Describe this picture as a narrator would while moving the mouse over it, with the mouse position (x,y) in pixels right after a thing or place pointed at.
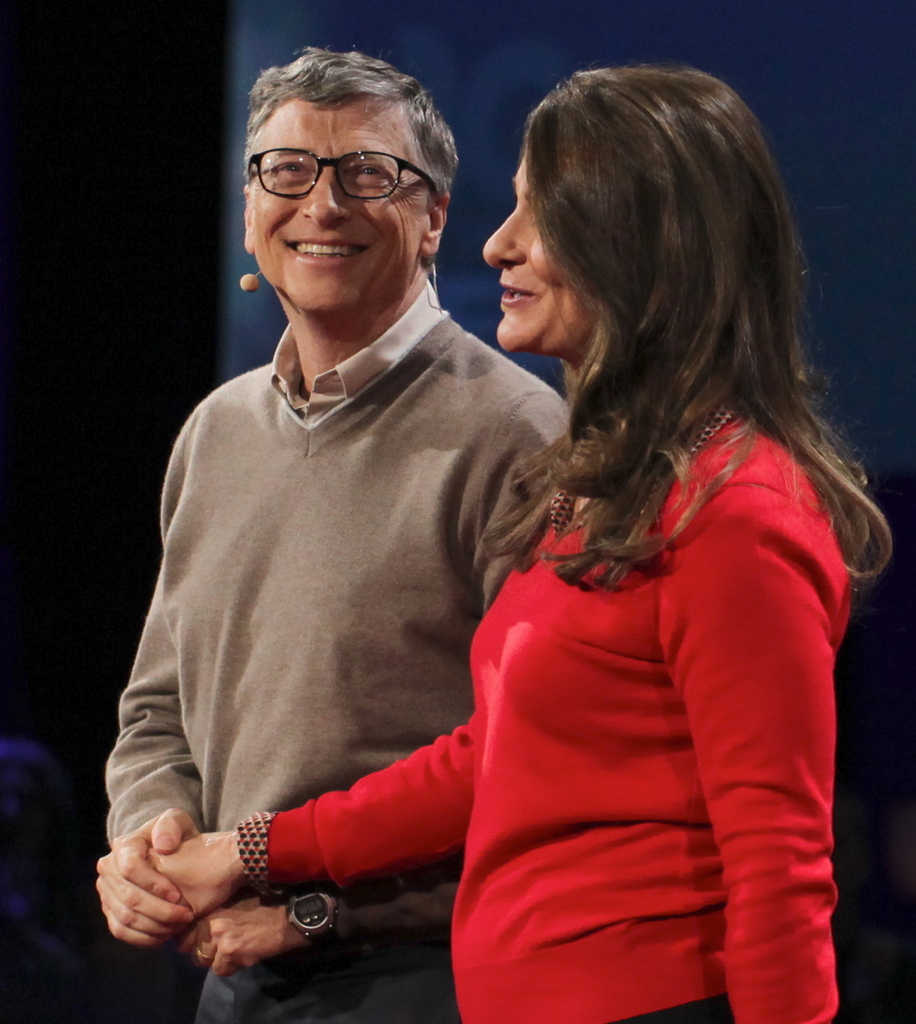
In this image, we can see two people (521,528) standing and there is a dark background (8,603).
